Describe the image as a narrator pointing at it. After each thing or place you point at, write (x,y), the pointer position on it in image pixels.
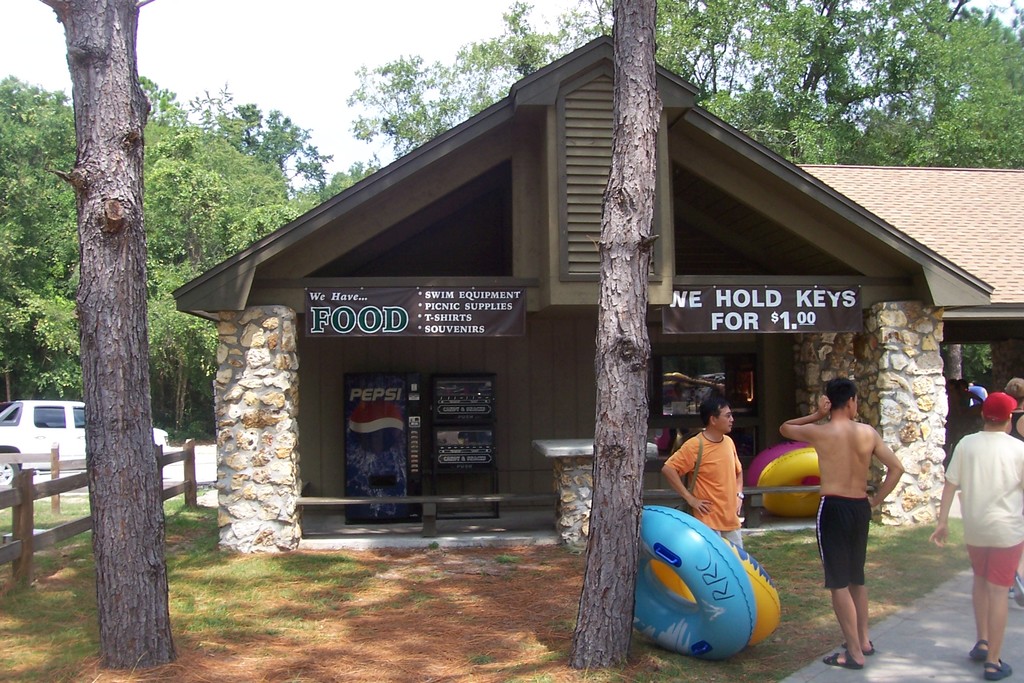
In this image it looks like it is a small store (437,379). In front of it there are few people (730,515) who are standing near the trees (634,435). In the background (770,73) there are trees (201,168). On the left side (52,500) there is a wooden fence (52,484). Behind the fence (55,456) there is a car (45,411). On the right side (969,439) there are few people (994,478) walking on the road (965,620). At the bottom (722,591) there are swimming tubes (708,582).
